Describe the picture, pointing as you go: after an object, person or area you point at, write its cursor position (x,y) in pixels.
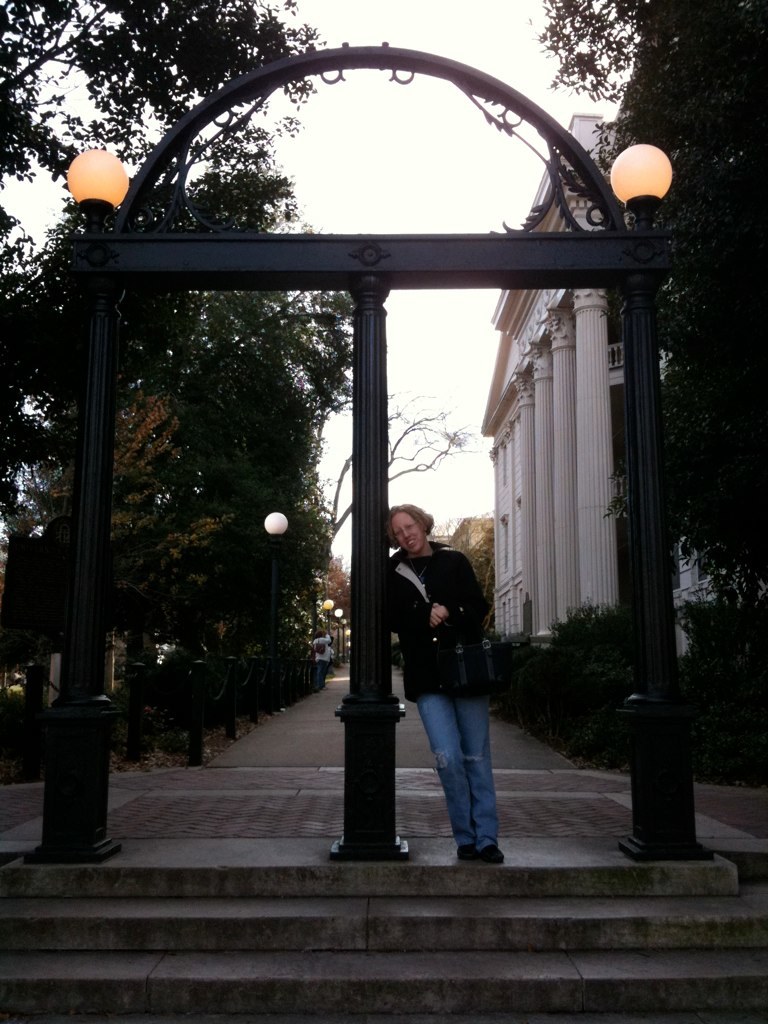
In this image I can see in the middle (443,607) a person (482,732) is standing, at the top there are lights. On the right side (535,388) there is a building (624,440), there are trees (410,427) on either side of this image. At the top (462,117) it is the sky (456,116).
